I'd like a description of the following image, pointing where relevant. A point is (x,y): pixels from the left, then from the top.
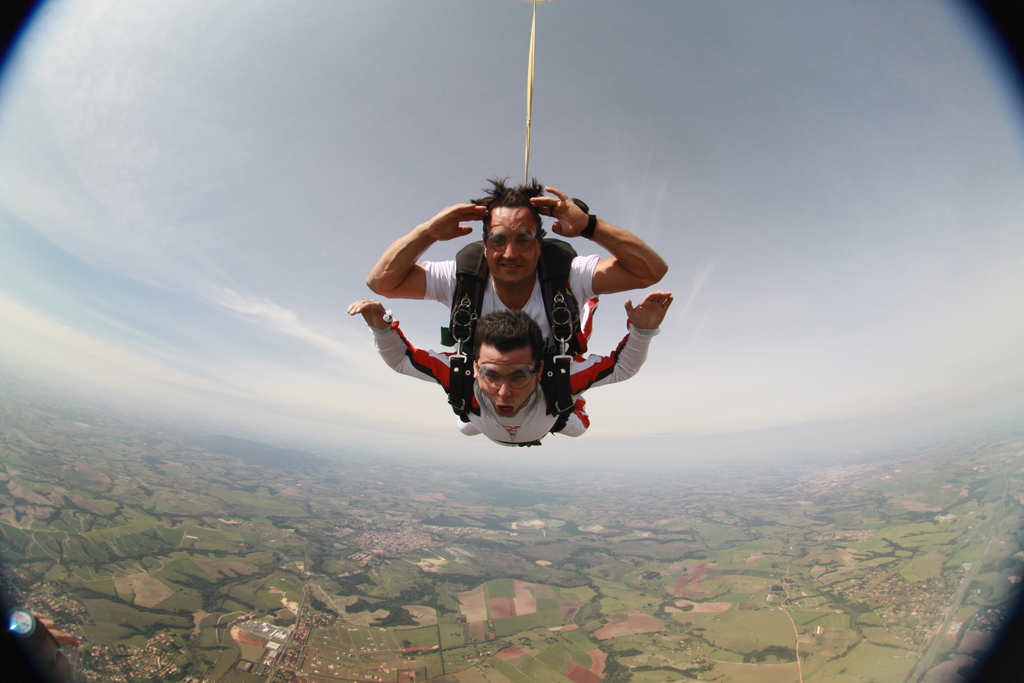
At the bottom left side of the image (41,650), there is an object (41,650). In the center of the image (532,337), we can see two persons (505,368) are skydiving. In the background (551,143), we can see the sky (540,449) and land (411,539).
